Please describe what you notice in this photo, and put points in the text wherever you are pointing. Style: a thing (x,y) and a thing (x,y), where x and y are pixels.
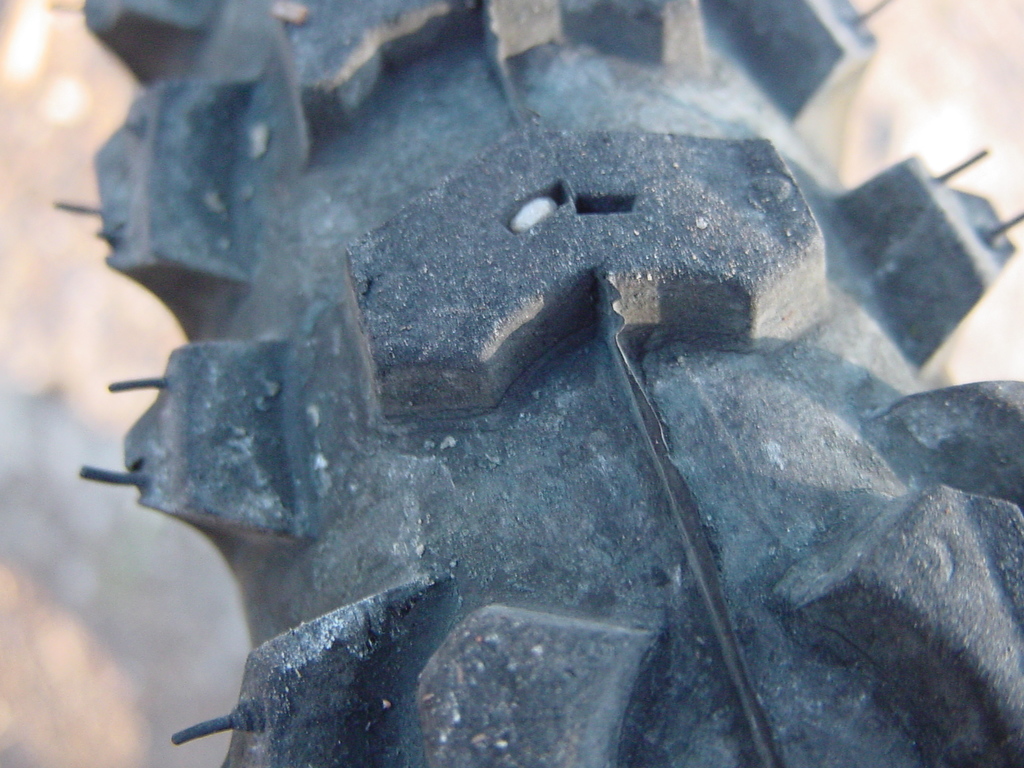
In this image we can see an object (620,437) looks like a tire (463,274) and a blurry background (99,638).
